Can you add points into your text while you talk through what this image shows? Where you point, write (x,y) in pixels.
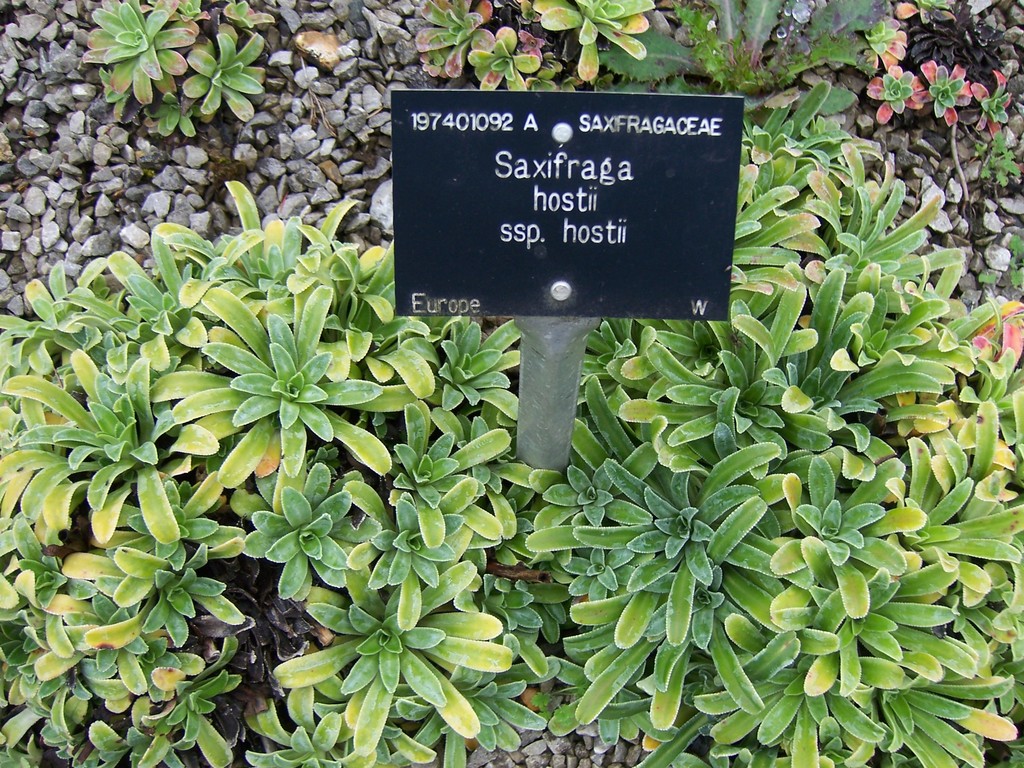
In this picture we can see few plants (441,401), stones (107,188), metal rod (574,377) and a board (600,269).
